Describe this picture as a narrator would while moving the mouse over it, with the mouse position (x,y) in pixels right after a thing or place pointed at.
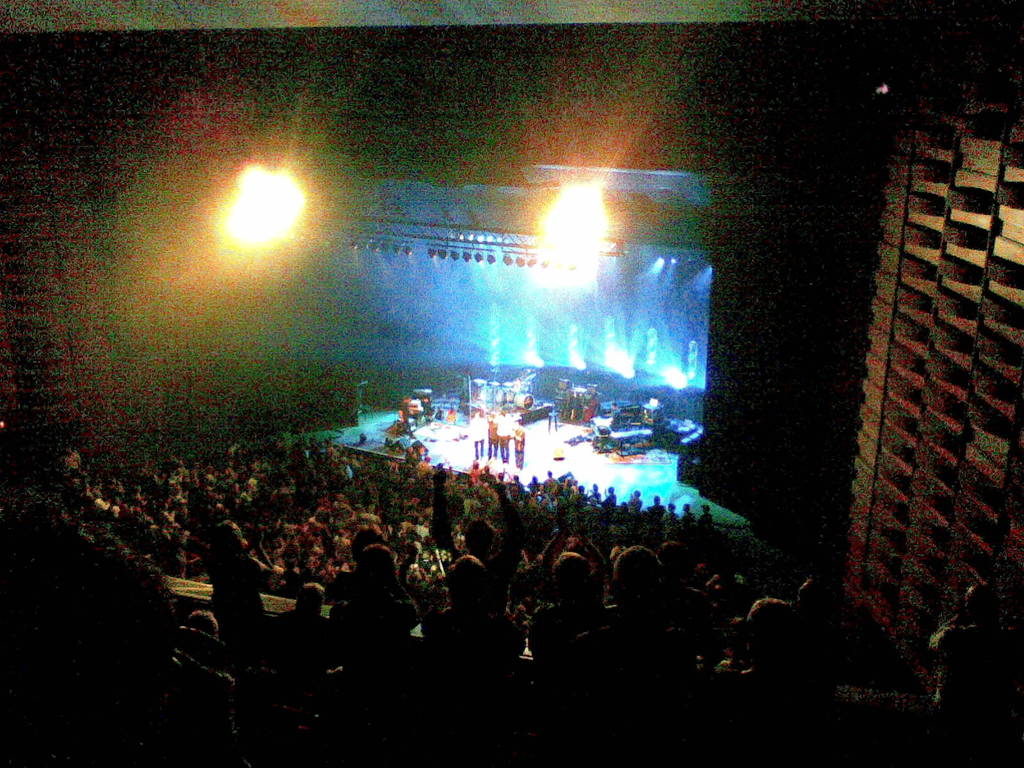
In the image we can see there are many people (380,590) wearing clothes (378,615). We can even see there are people (518,430) on the stage (512,400). Here we can see the lights (242,187) and the corners of the image are dark.
